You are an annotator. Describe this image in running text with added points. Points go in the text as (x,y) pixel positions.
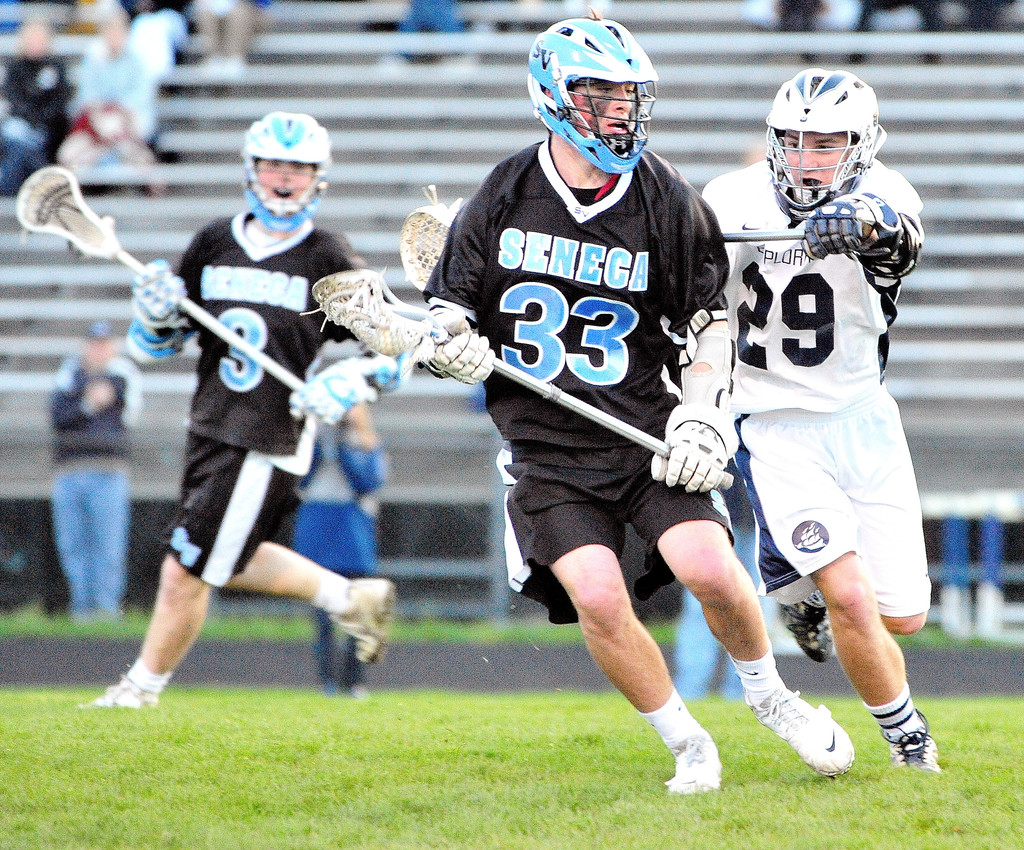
In this image I can see an open grass ground (248,707) and on it I can see three persons (309,393) are standing. I can also see all of them are wearing gloves (171,308), helmets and sports jerseys (256,326). I can also see they all are holding sticks (519,376) and on their jerseys (847,268) I can see something is written. In the background (134,132) I can see people (140,22) where few are standing and rest all are sitting. I can also see this image is little bit blurry in the background (449,2).
